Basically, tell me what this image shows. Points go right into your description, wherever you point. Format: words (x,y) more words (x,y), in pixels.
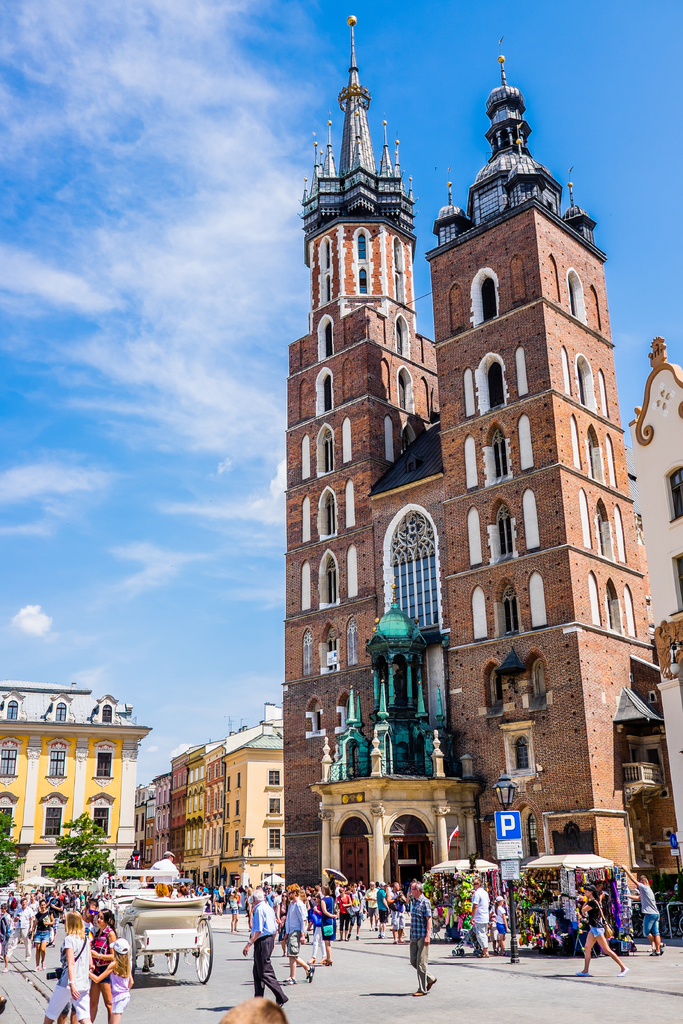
In this picture I can see there are buildings (262,821) and there are some poles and there are trees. There is crowd (303,925) here on the road (550,987) and the sky (276,301) is clear.
